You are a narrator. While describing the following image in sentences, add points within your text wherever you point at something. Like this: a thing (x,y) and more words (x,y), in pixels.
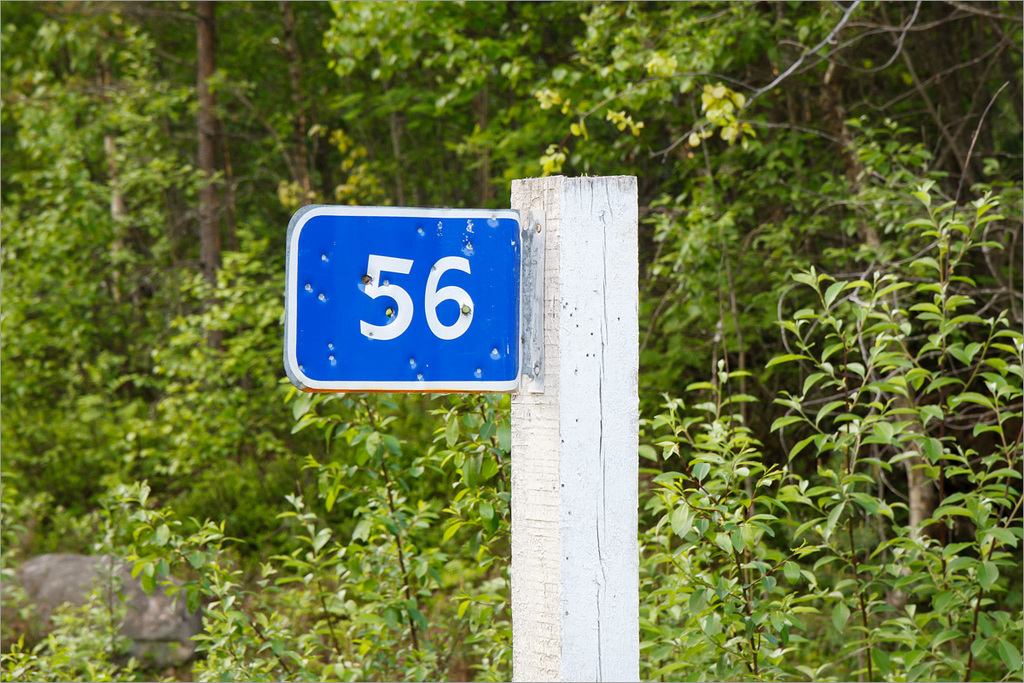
There is a blue color board (416,301) which has 56 written on it is attached to a wooden pole (584,476) and there are trees (520,106) in the background (471,111).
